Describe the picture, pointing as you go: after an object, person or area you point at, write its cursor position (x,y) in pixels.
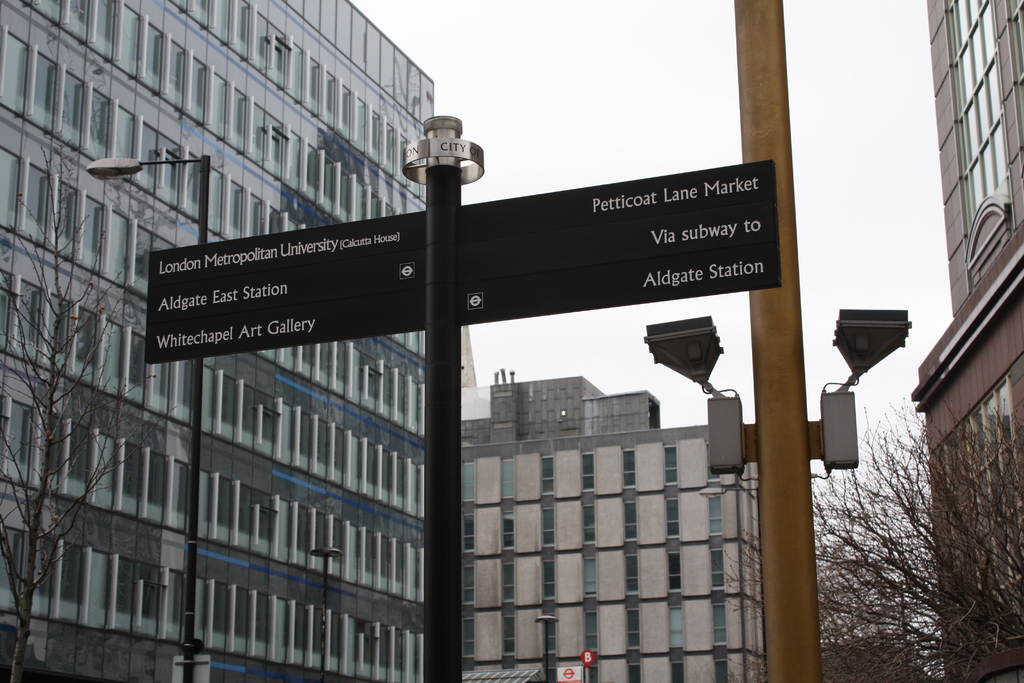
In this image I can see a black color board (167,311) attached to the pole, background (787,349) I can see few light poles (783,435), buildings (404,348) in gray and brown color. I can see few dried trees (931,515) and the sky (614,91) is in white color.
